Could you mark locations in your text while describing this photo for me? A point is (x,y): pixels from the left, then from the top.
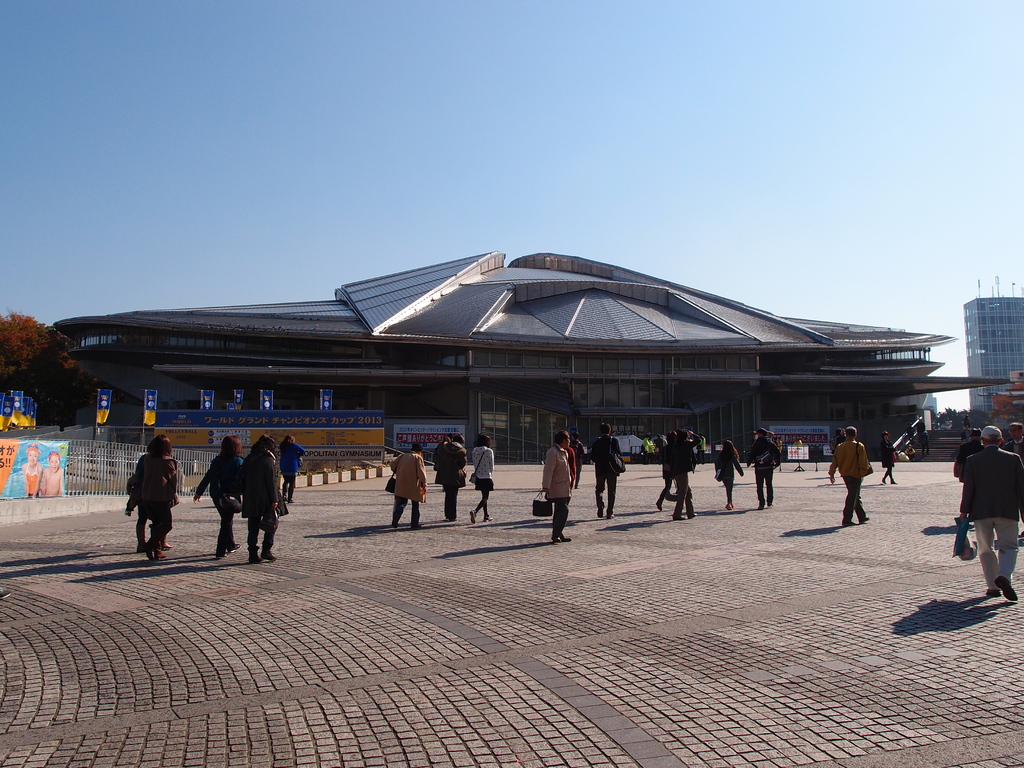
In this image we can see many people (492,480). Some are holding bags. In the back (499,420) there are buildings (404,423). Also there are banners (2,455). On the left side (17,342) there is a tree (42,337). In the background (463,132) there is sky (463,132).
